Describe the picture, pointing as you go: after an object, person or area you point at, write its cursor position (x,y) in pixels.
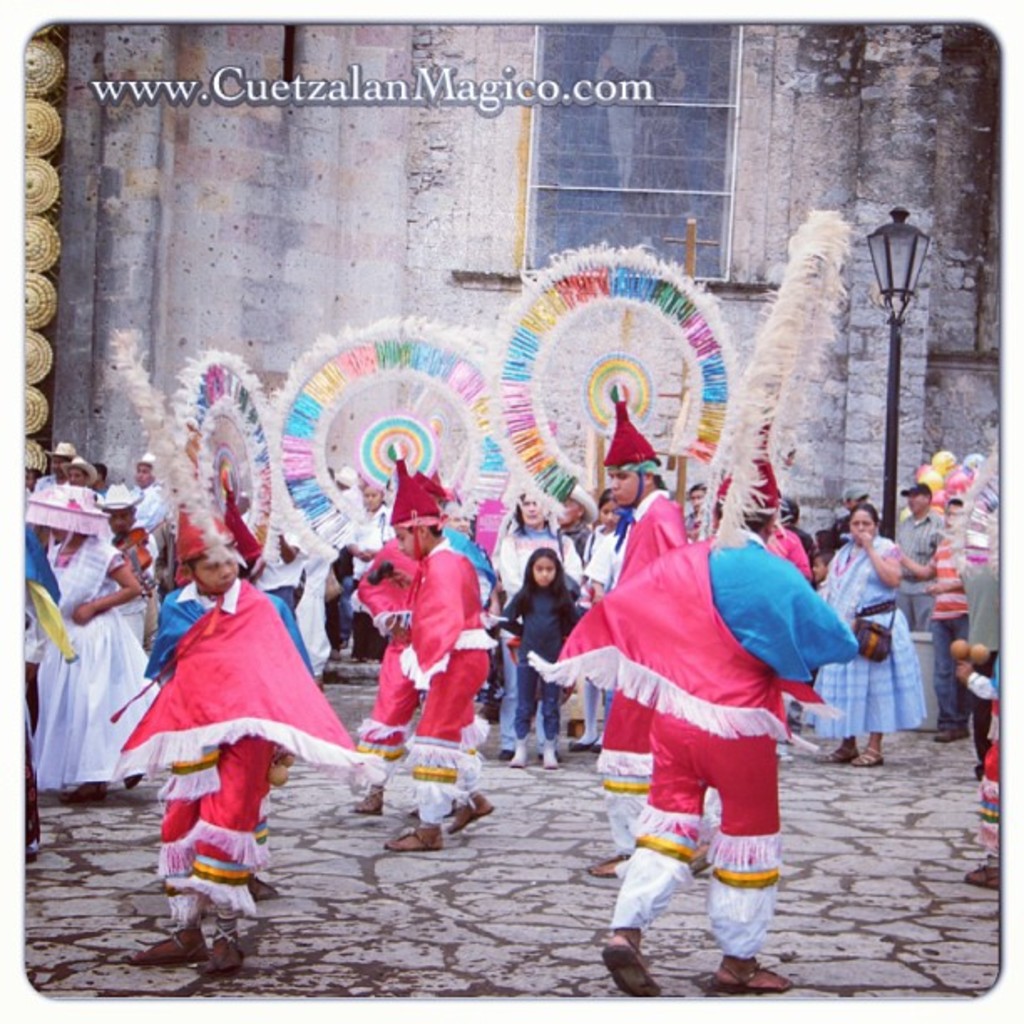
In this image there are group of people (708,702) who are wearing some costume (763,629), and they are dancing and some of them are standing and watching them. And also there is a building (913,83), window (623,154), pole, light (878,268) and some balloons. At the bottom (355,823) there is a walkway (355,823), and at the top of the image (469,81) there is text (639,87).
